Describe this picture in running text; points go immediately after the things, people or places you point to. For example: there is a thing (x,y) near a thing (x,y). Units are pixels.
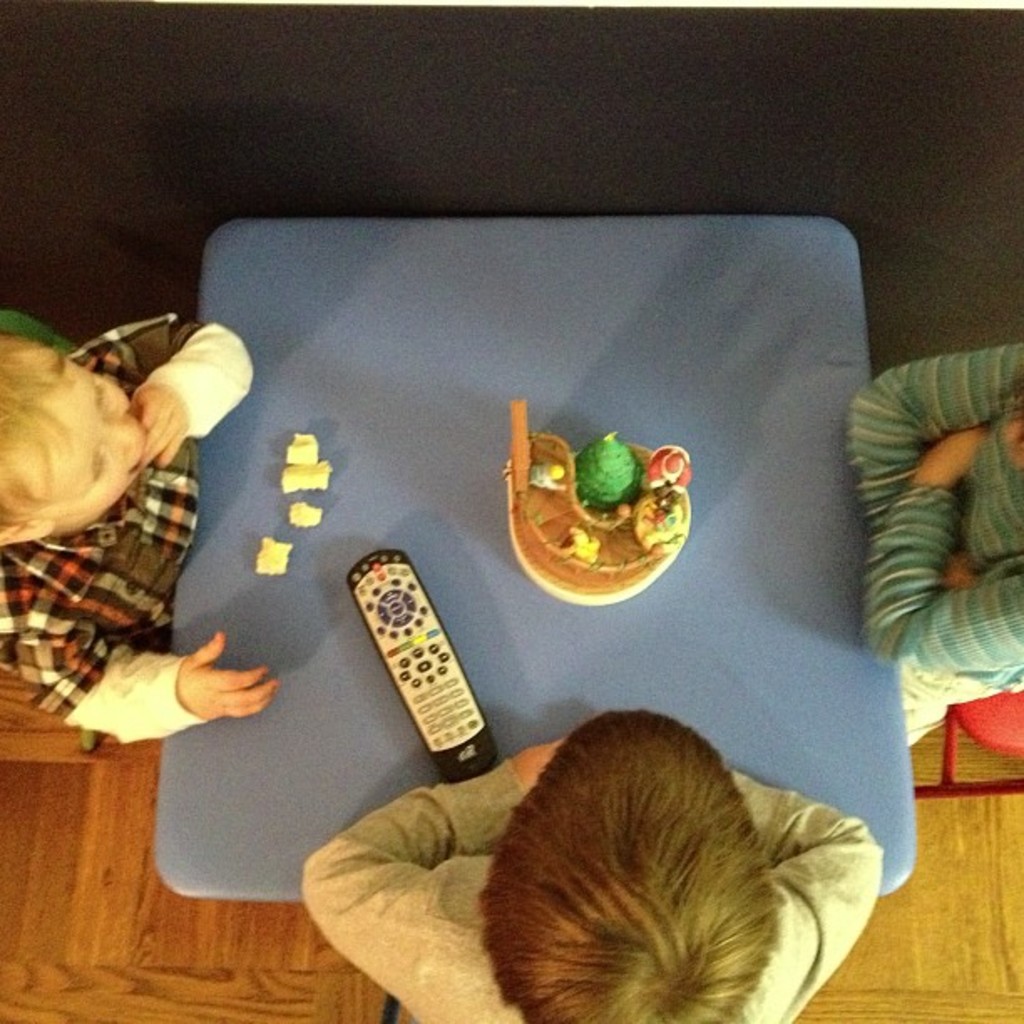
In this image I can see on the left side (86,580) a boy (112,559) is sitting on the chair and eating. At the bottom (562,955) a person (556,921) is sitting, keeping hands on the table (671,685). In the middle (417,598) there is a remote (413,612) and playing items (615,450) and something that looks like a cake (556,485). On the right side (968,646) a child (980,602) is sitting, they wore sweater (966,543).
